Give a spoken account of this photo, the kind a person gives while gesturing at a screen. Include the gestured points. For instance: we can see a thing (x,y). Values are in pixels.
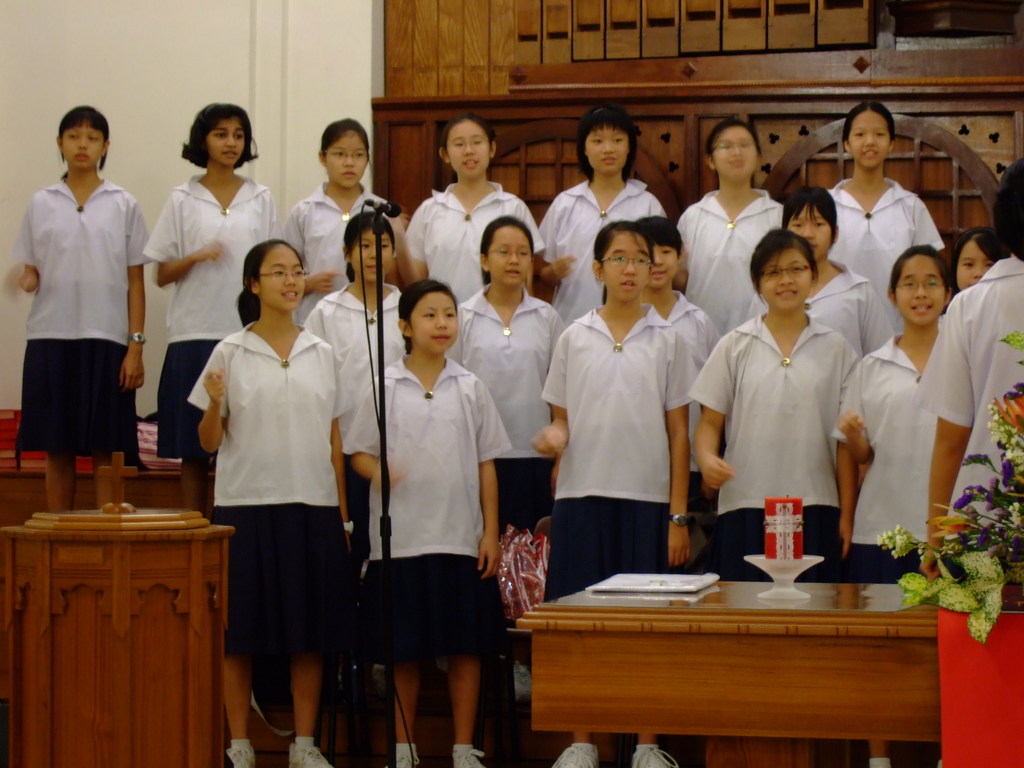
This image is taken indoors. In the background (334,104) there is a wall (215,80) and there is a wooden architecture (389,142). In the middle of the image (607,350) a few girls (493,368) are standing on the floor (621,751) and there is a mic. On the left side of the image (111,529) there is a wooden table (79,630). On the right side of the image (812,587) there is a table (690,599) with a few things (781,588) on it and there is a flower vase (978,591).
